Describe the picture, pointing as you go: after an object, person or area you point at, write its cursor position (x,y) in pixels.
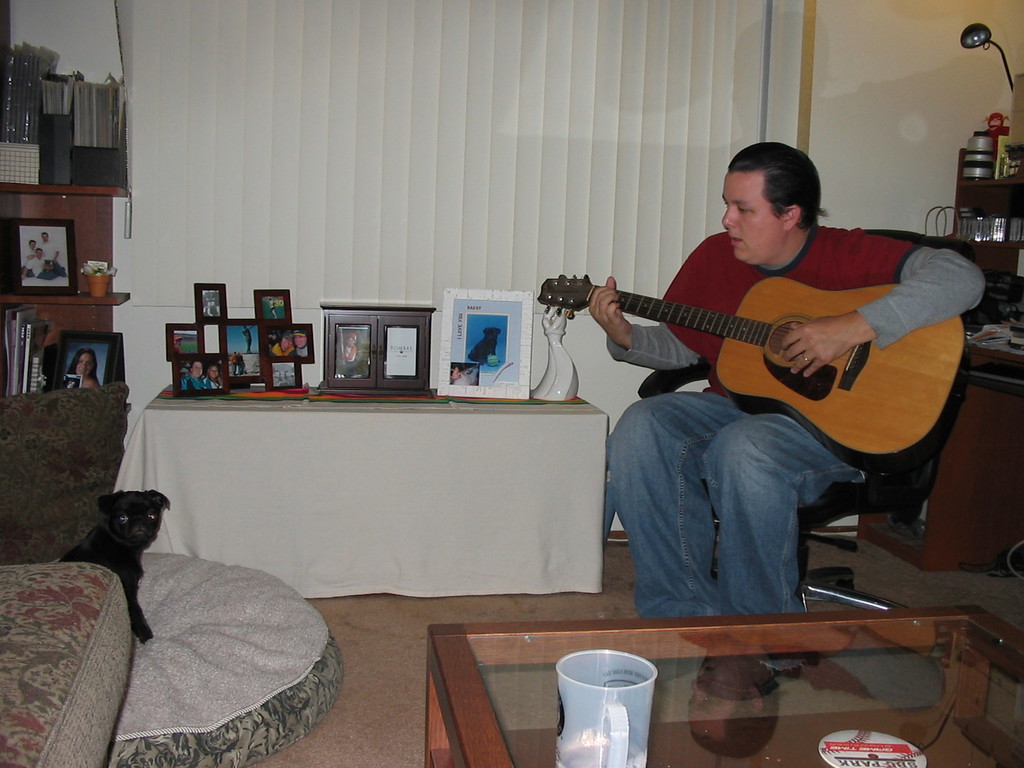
Here we can see one man (654,435) sitting on a chair (898,492) and playing a guitar (822,413). Near to him there is a table (414,403) and photo frames (330,324) on it. This is a desk (77,232) and we can see photo frames (52,242) over here and a cup (97,284). This is a floor (322,728). Here we can see sofa (98,682) and a animal (111,552) sitting on a bed (161,575). Here on the table (718,684) we can see a mug (644,716) in white colour.
